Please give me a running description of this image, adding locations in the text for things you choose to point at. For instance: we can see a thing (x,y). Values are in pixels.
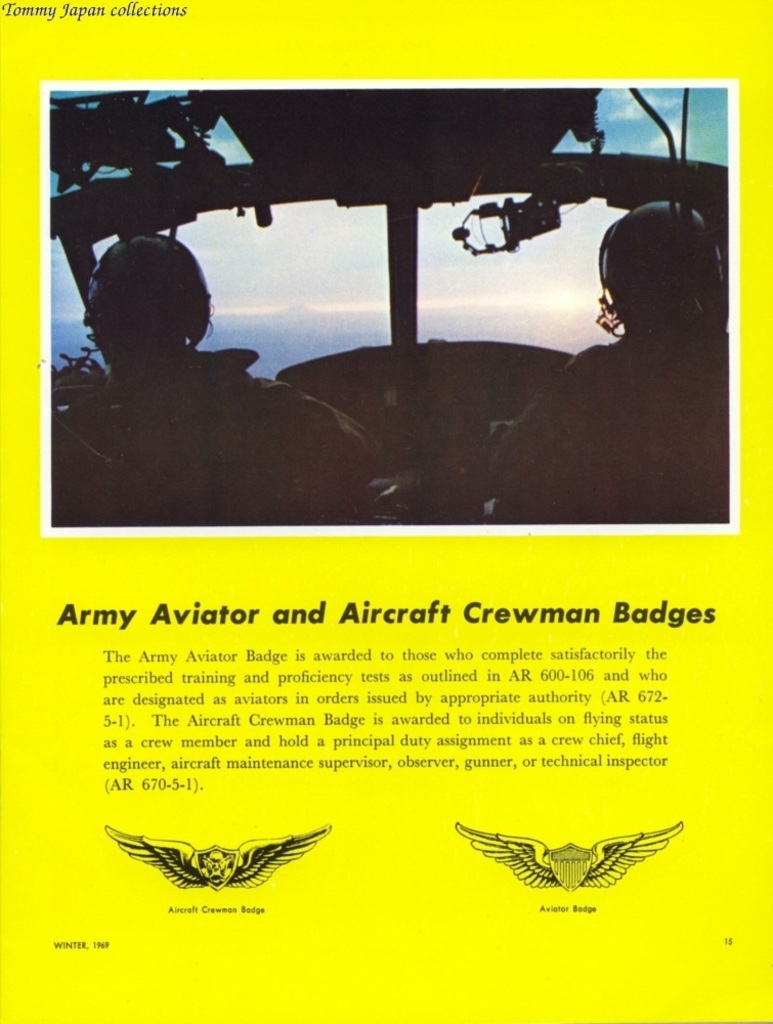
This is poster (507,787). Something written on this poster (340,770). Here we can see logos (582,868). In this picture we can see two people (654,364).
